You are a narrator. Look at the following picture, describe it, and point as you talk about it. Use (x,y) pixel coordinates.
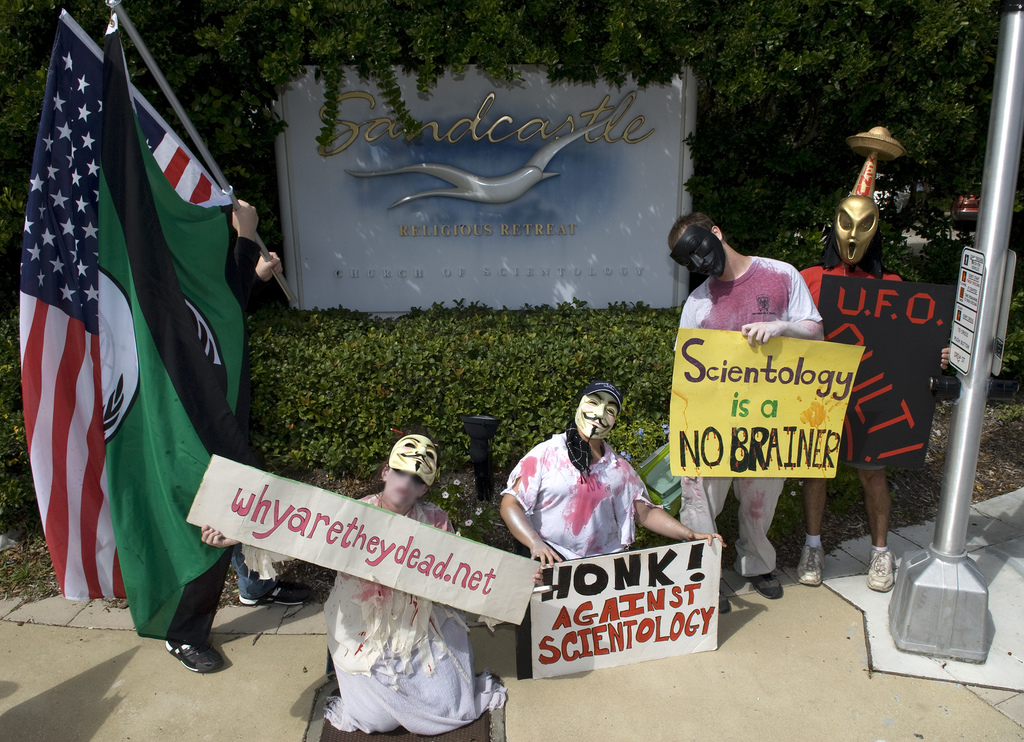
In the picture I can see some people (413,705) are holding boards (590,609) and keeping masks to their faces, side we can see one person (245,275) standing and holding flags (145,568), behind we can see some plants (298,435), trees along with board (421,119).
